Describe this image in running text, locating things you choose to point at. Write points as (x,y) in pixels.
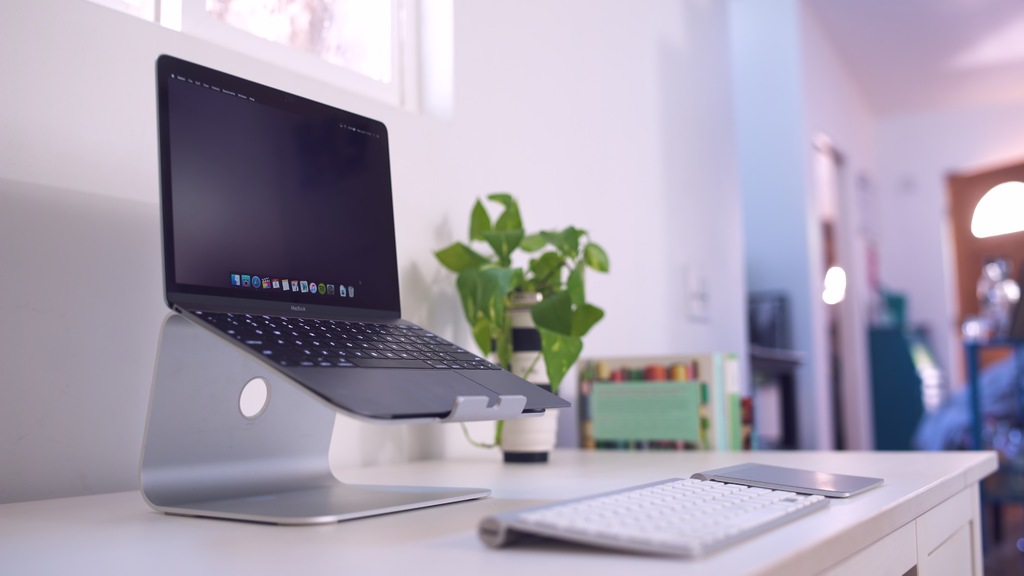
In this image there is a table (964,510), on that table (941,539) there is a laptop (276,302), keyboard (600,518) and a plant (532,348), in the background (793,130) it is blurred.
